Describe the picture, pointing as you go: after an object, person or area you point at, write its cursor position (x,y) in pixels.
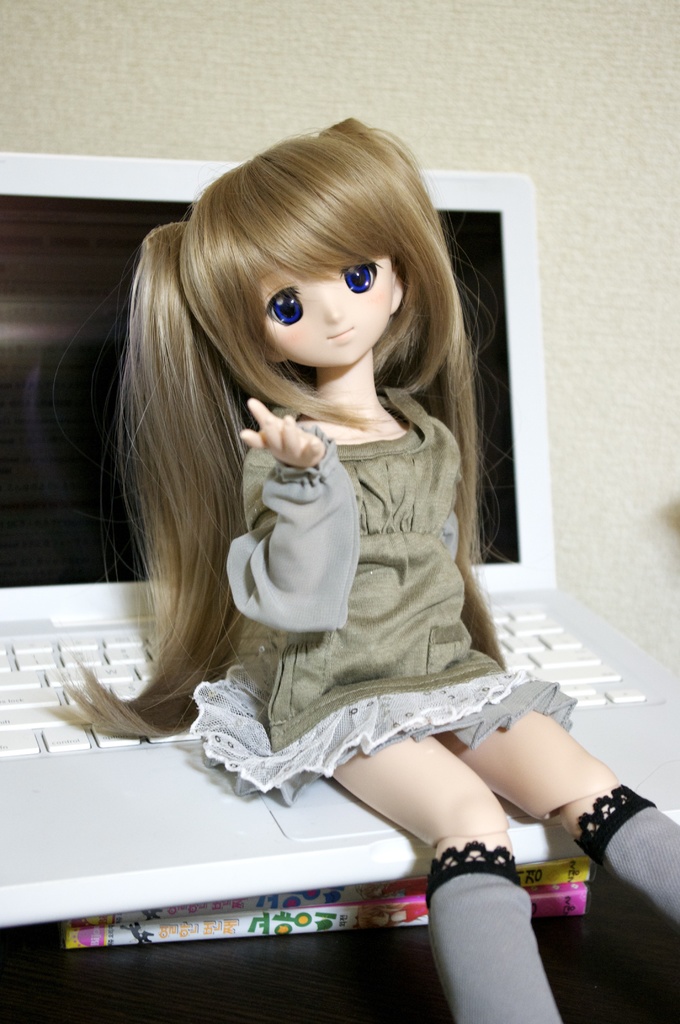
In this image I can see a doll (444,777) wearing grey and green colored dress (393,608) is on the laptop (81,657) which is white and black in color. I can see the laptop (306,879) is on the books (137,916) which are on the black colored object (270,982). I can see the white colored background (336,27).
